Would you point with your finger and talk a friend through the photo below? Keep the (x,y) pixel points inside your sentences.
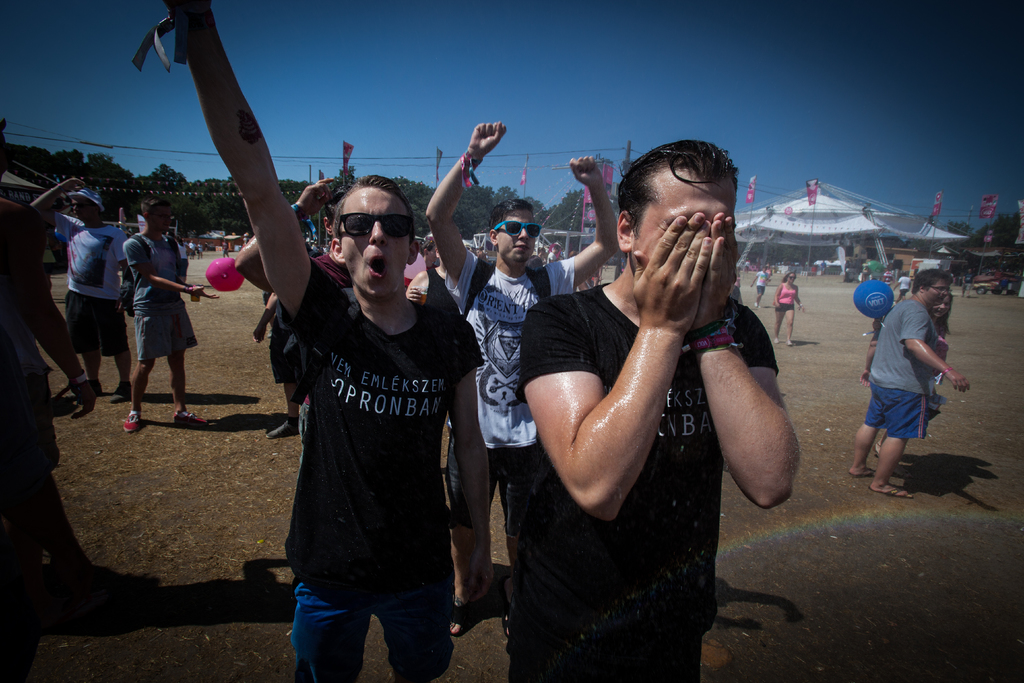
In this image we can see some people (533,395) and there is a tent (840,219) and some flags (808,183) attached to the poles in the background (821,197). There are some trees (137,208) and at the top (688,76) we can see the sky (688,76).
